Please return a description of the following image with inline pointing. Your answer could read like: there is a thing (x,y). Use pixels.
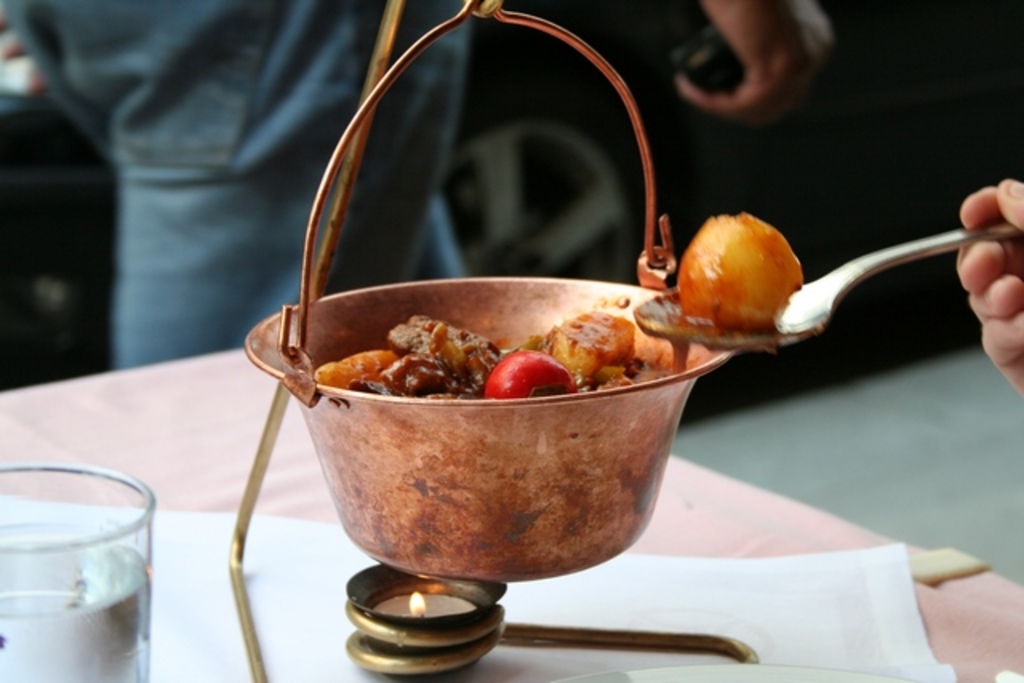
In this picture we can see a glass of drink (50,585), a diya (407,607) and a bowl (515,449) in the front (504,428), on the right side (989,350) there is a person's hand (1015,347), this person (997,275) is holding a spoon (937,242), there is some food (436,348) in this bowl (544,330), in the background (340,69) there is another person (357,91) and a car (650,134).
